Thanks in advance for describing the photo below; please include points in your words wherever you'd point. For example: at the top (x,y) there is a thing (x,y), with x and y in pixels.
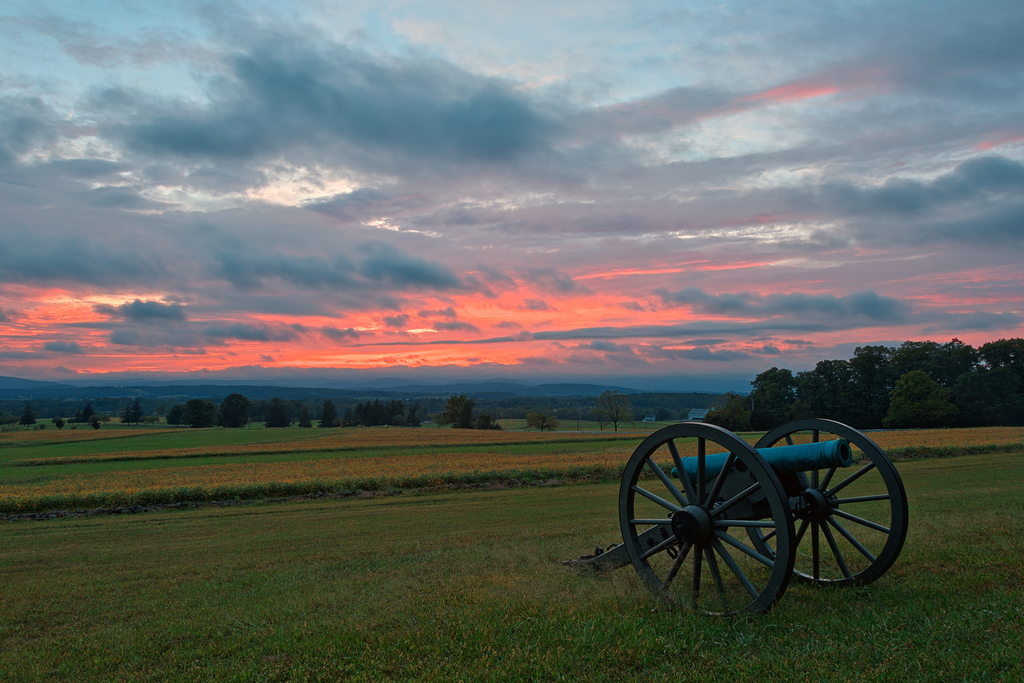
On the right side of the image (812,537) we can see a cannon (759,494). At the bottom (309,635) there is grass (235,619). In the background (565,398) there are trees (514,414), hills (277,383) and sky (318,251).
